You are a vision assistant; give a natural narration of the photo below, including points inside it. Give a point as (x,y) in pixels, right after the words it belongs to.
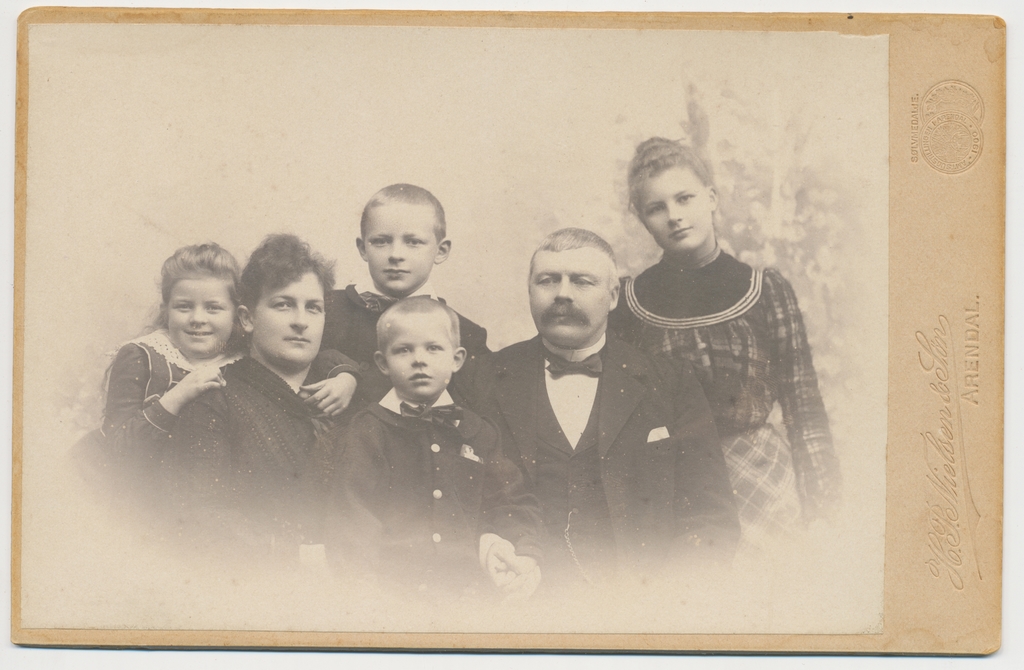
In this image there is a photo frame (459,15) on the wall (498,667). In the photograph (537,398) there are people (485,399). There is some text (961,335) and a watermark (967,143) on the photo frame (903,259).
